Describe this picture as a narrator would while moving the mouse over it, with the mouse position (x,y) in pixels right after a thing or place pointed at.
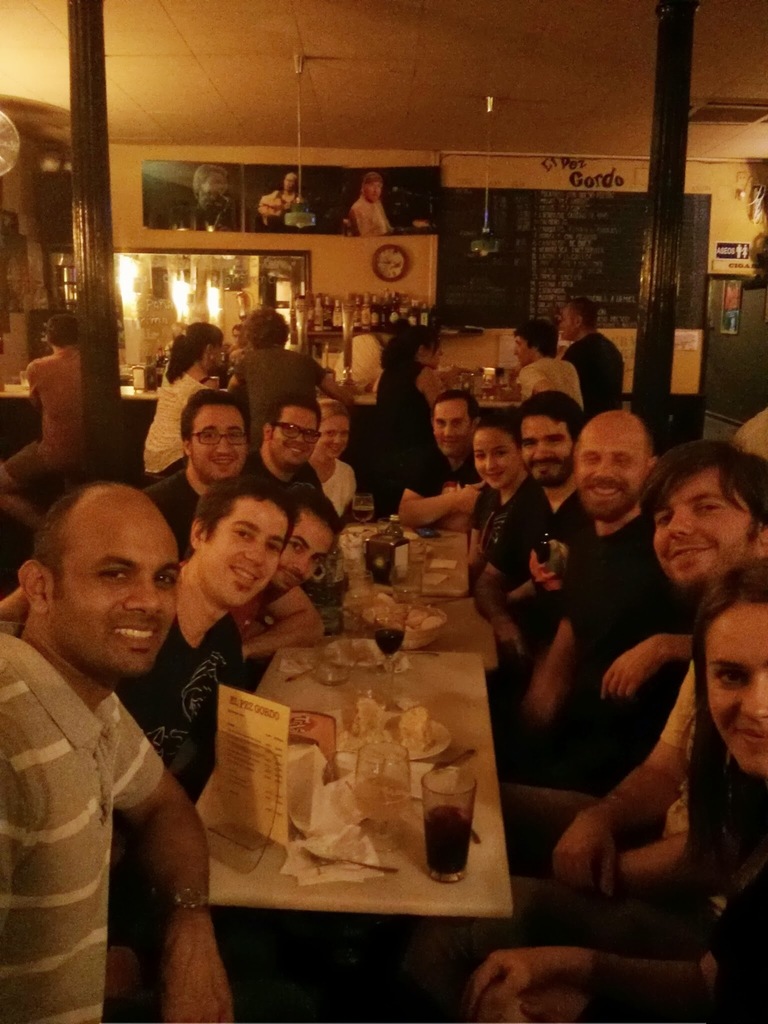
It is a restaurant (148,398), group of people (279,604) are sitting around the table (326,894) there is a lot of food (414,605) and drinks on the table (342,566) in the background (415,228) it is a bar (388,325), there are some posters (195,213) on the wall (303,242), a clock (389,265) and also a menu card (501,263).
